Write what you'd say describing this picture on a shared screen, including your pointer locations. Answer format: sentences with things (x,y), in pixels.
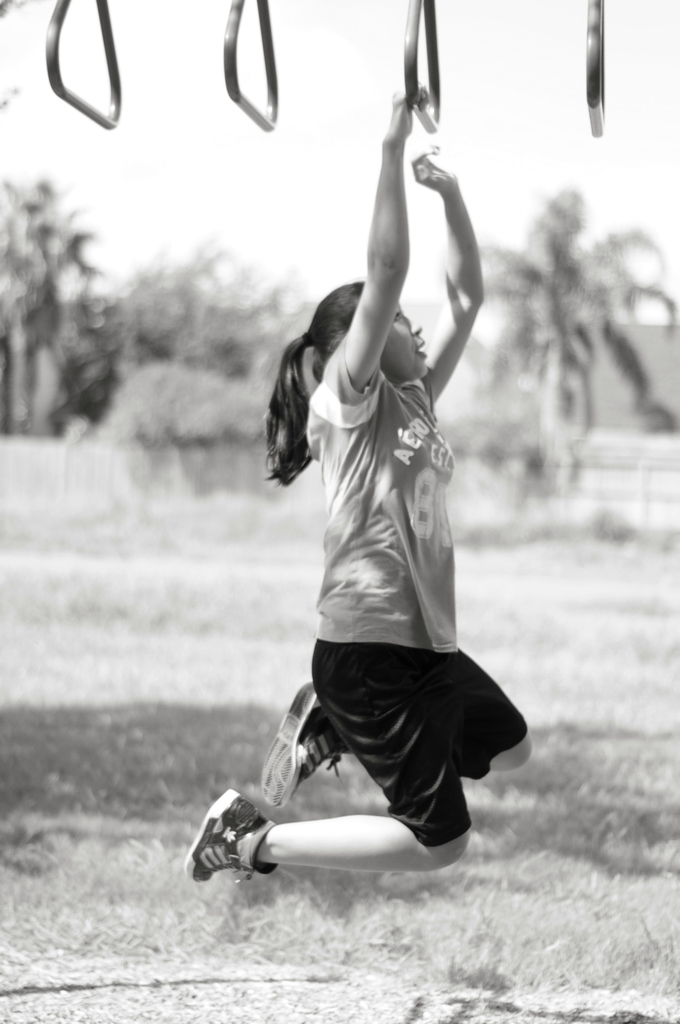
In this image there is one girl (379,562) who is in air and she is doing something, and at the bottom of the image (200,938) there is grass (353,787). In the background (304,298) there are trees (40,321) and buildings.
